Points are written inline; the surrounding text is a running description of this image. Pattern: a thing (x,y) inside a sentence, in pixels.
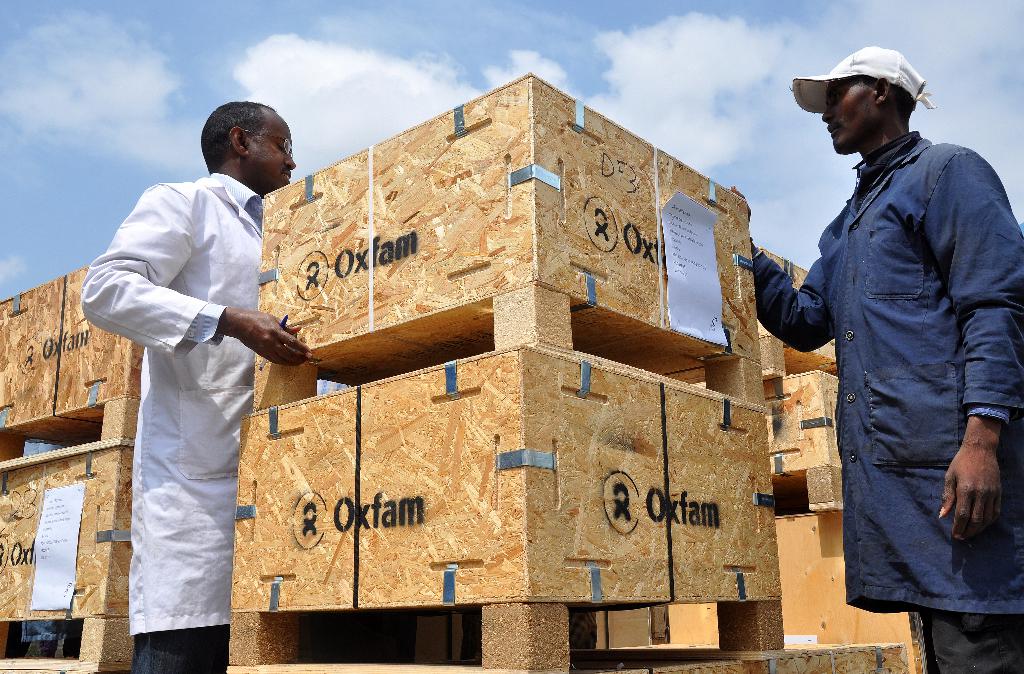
Here in this picture we can see two men (220,285) standing over a place and we can see some wooden boxes (326,325) that are sealed present all over there and we can also see papers (675,237) stuck on it and the man (850,300) on the right side (884,305) is wearing cap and we can see clouds (1004,162) in the sky (1015,151).
